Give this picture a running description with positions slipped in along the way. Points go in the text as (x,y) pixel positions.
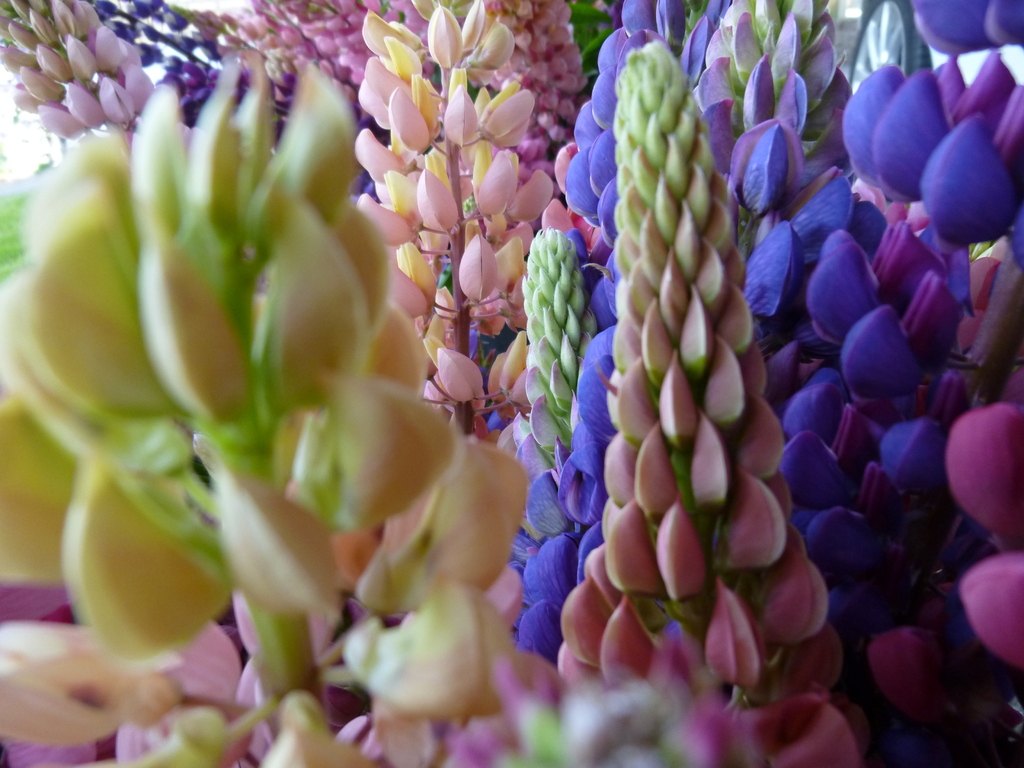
In this image there are many plants (707,441) with lupine flowers (596,236). They are in many colors.
